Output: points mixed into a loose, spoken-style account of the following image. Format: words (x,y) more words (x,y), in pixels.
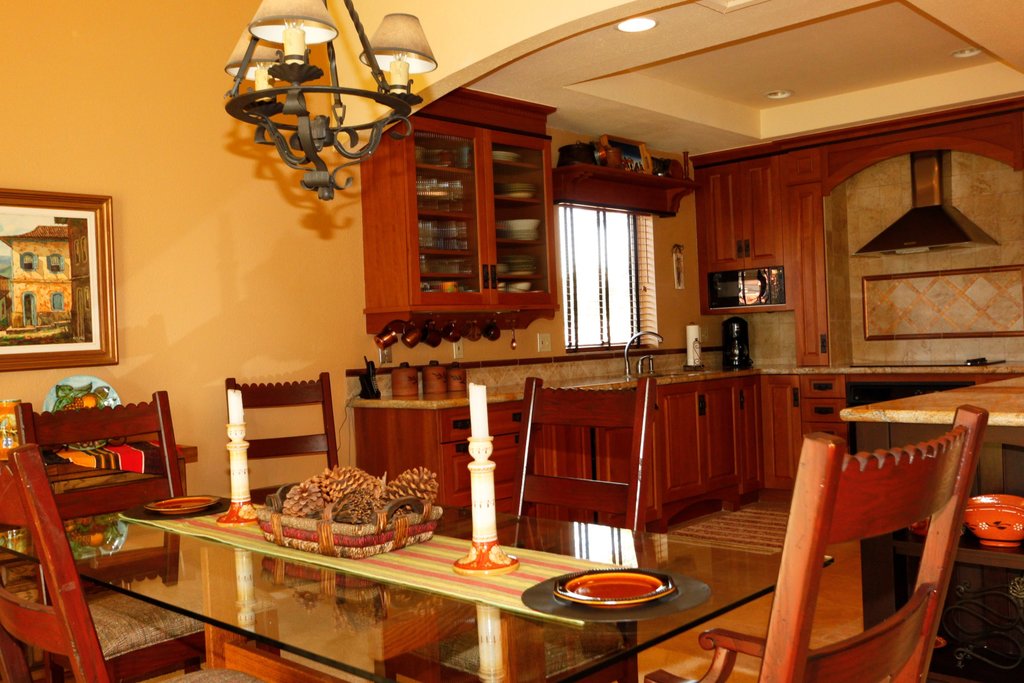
In this picture we can see a dining table (426,617) and some chairs (61,545), there is a basket (278,518), a cloth (424,571), two plates (628,591) present on the table (151,549), in the background (745,482) we can see counter top (769,373) and cupboards (701,444), on the left side (194,275) there is a wall (191,259), we can see a photo frame (82,291) on the wall (134,366), there is a chandelier (285,32) at the top of the picture (283,18), we can see an oven (731,285) and a window (636,279) here.
